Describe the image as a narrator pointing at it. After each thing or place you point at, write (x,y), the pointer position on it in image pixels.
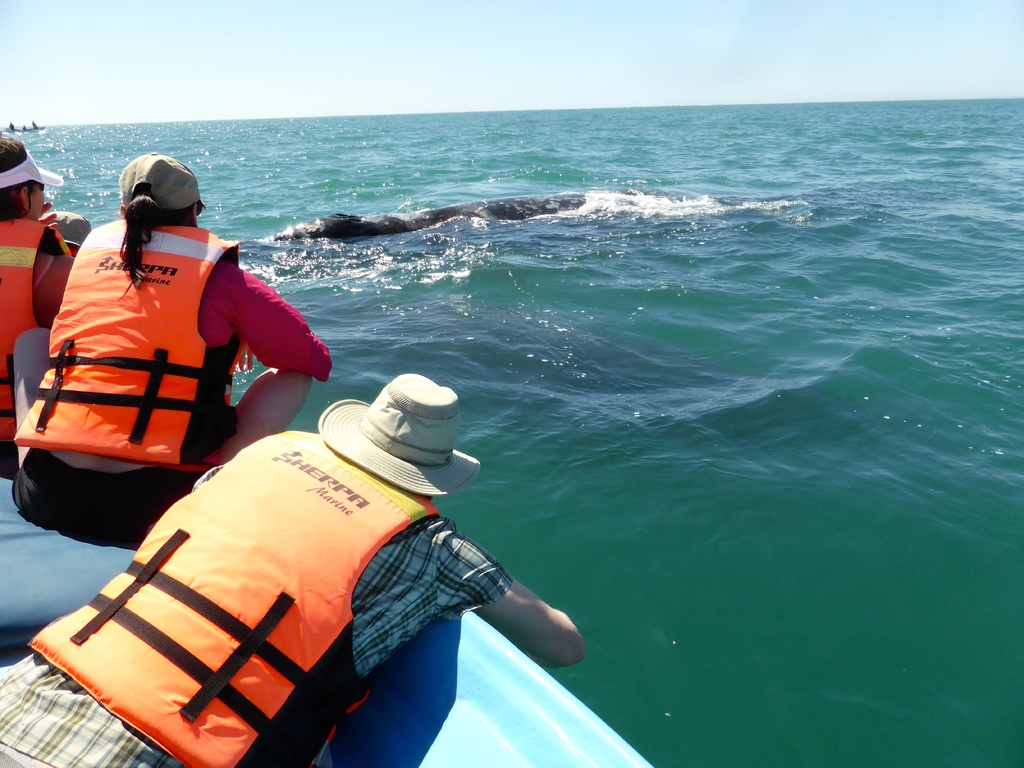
In this image there is a boat (449,723) in the water (606,683). On the boat (446,657) there are three persons (92,401) who are wearing the orange colour jacket (179,647). In the water (472,266) there is a sea creature (349,232). At the top (363,58) there is sky (347,51).
